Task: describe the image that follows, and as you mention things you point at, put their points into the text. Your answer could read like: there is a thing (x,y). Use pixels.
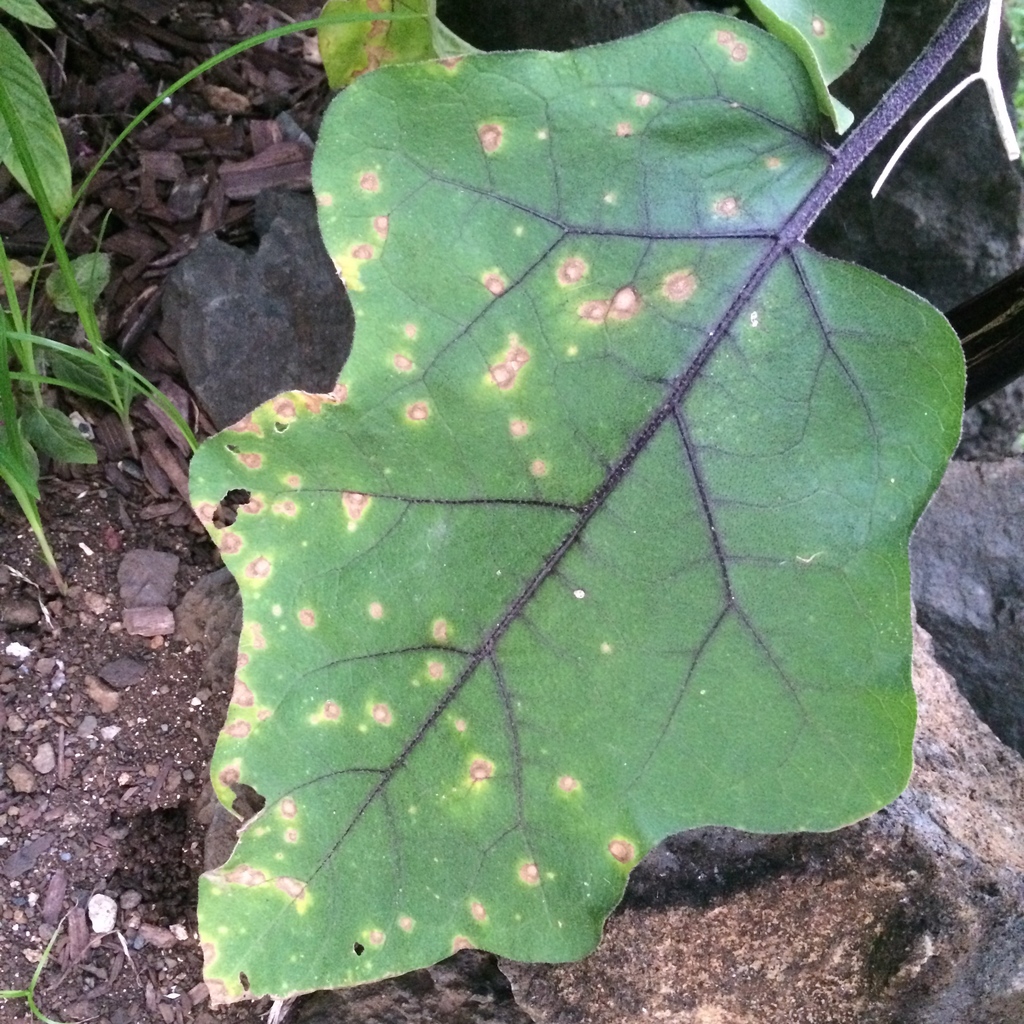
In this picture there are plants (729,125). At the bottom (979,755) there are rocks (1003,925) and there is mud (151,721) and there are pink color dots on the leaf (656,475).
